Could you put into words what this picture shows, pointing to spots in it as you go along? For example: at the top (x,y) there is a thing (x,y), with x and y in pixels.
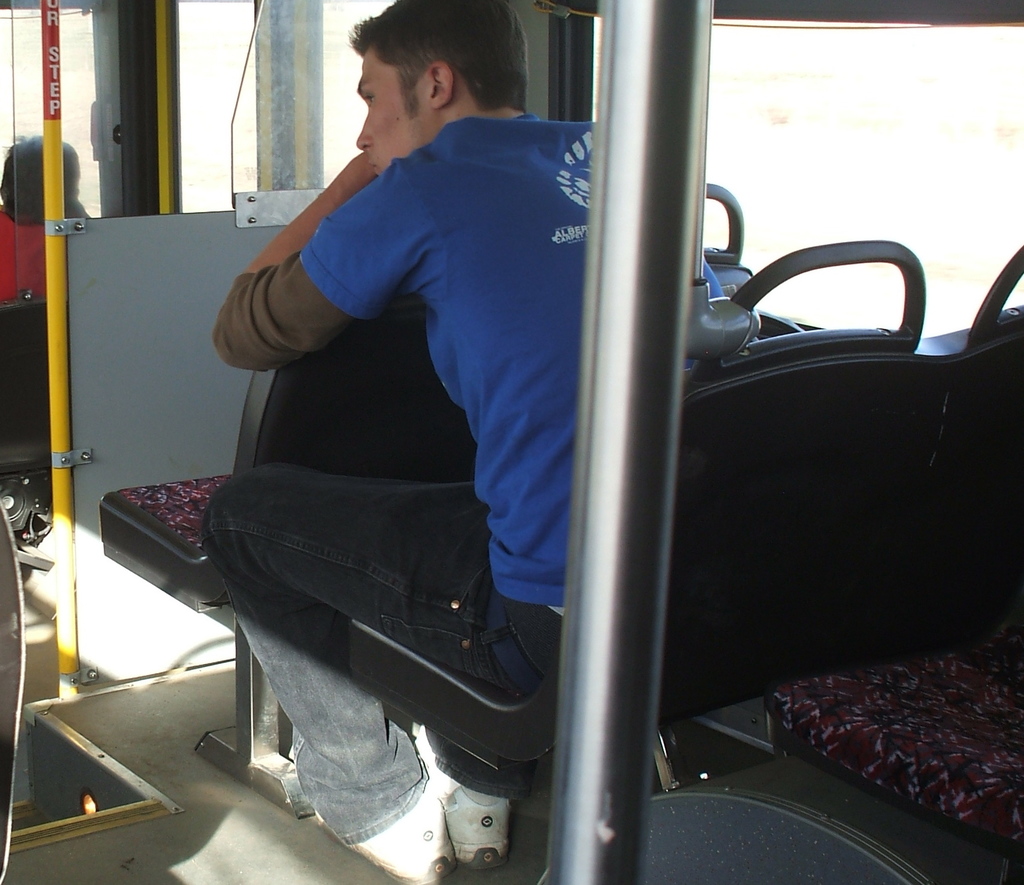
In this image we can see a person (379,298) wearing a blue color t shirt (477,362) and sitting in the vehicle (411,659). We can also see another person (72,179). We can also the rod (61,269) and also the sitting place (838,708).
